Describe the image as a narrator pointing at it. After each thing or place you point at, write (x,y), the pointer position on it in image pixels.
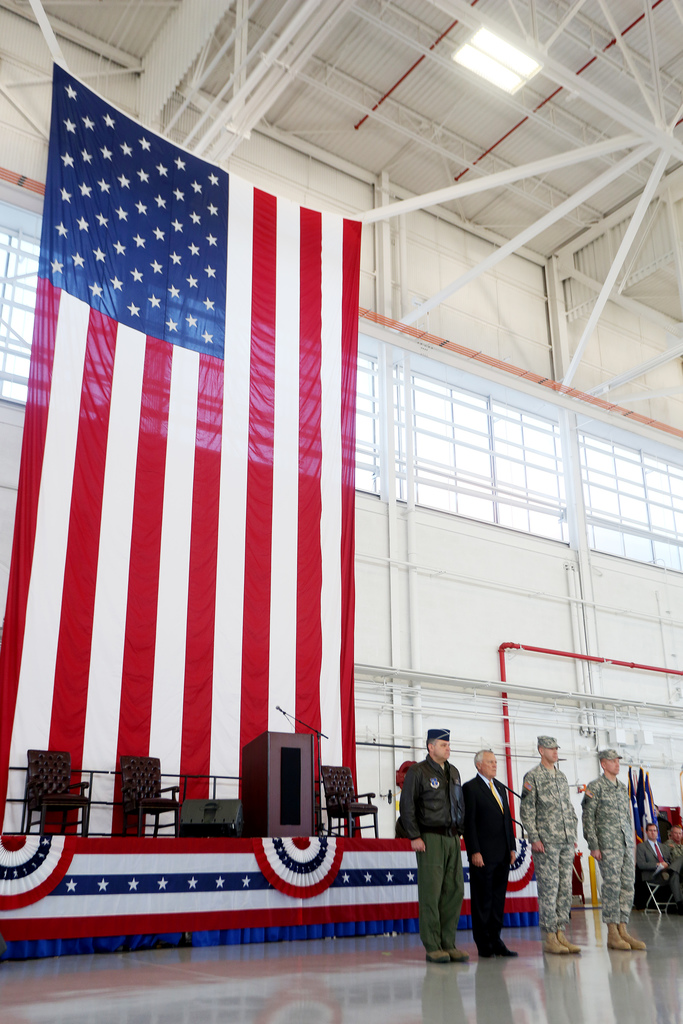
There is a group of persons (557,859) standing as we can see at the bottom of this image (533,849). We can see a wall (467,563) in the background (557,707). There is a flag (214,621) on the left side of this image (186,685).
